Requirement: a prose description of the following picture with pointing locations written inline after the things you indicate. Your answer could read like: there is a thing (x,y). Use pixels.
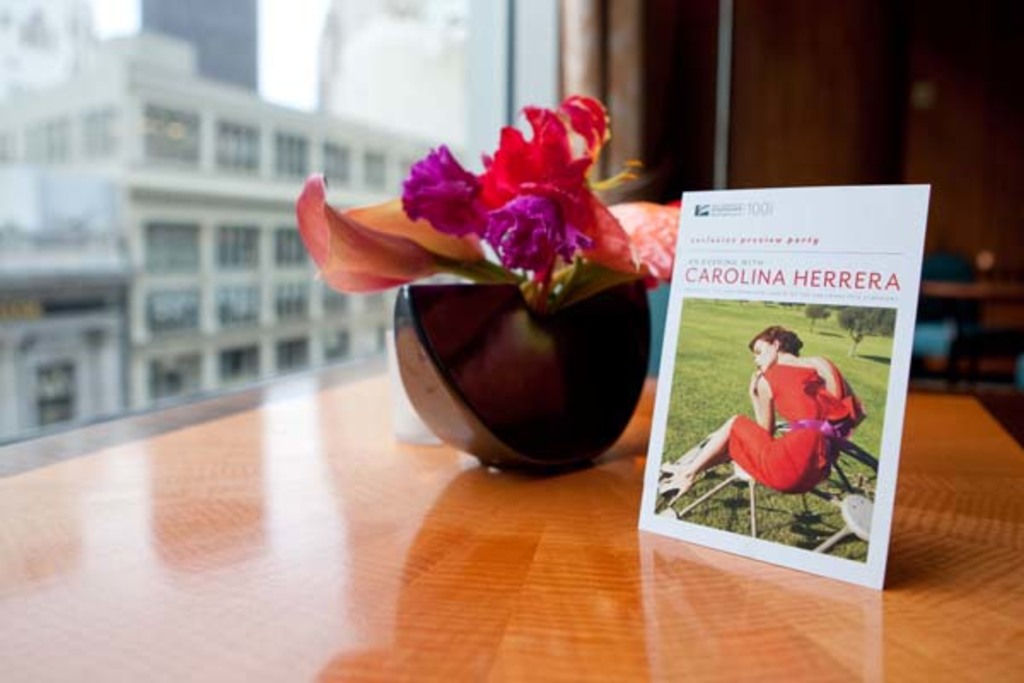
in this picture we see a small hoarding (675,336) and a flower plant (310,191) on the table (47,639) and we see a building (384,0) from the window (54,420).
